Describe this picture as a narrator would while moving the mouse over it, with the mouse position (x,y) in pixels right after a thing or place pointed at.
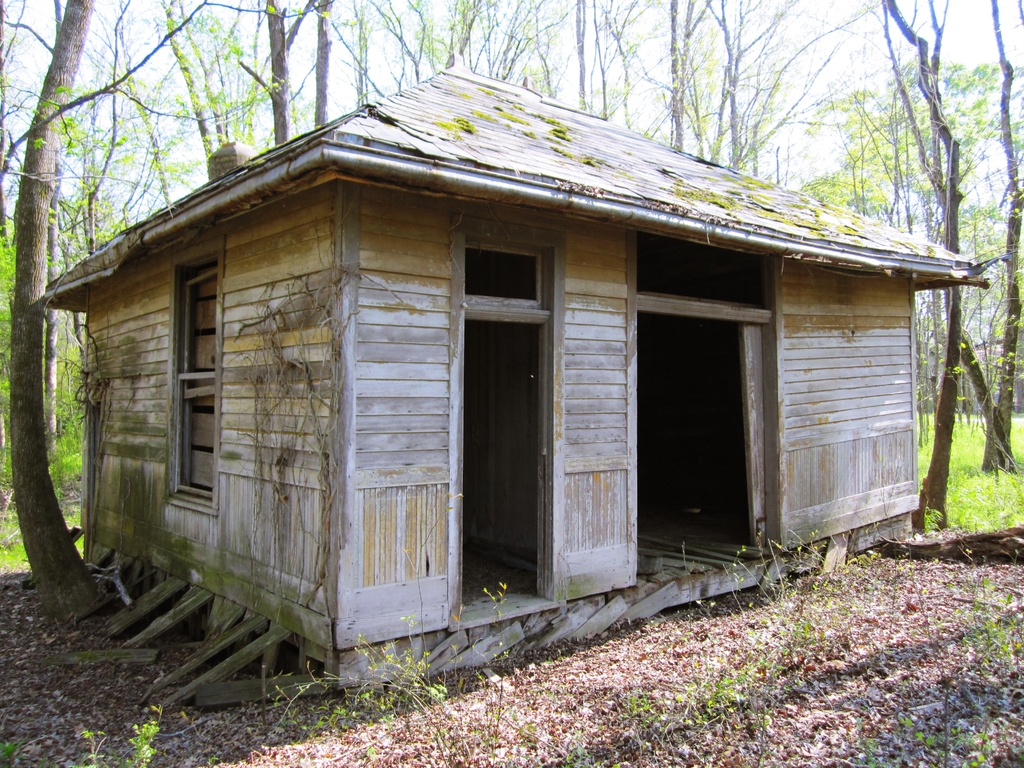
In this image in the center (475,432) there is a house (530,437). In the background (958,323) there are trees (958,323) and there's grass (976,505) on the ground (963,511).
